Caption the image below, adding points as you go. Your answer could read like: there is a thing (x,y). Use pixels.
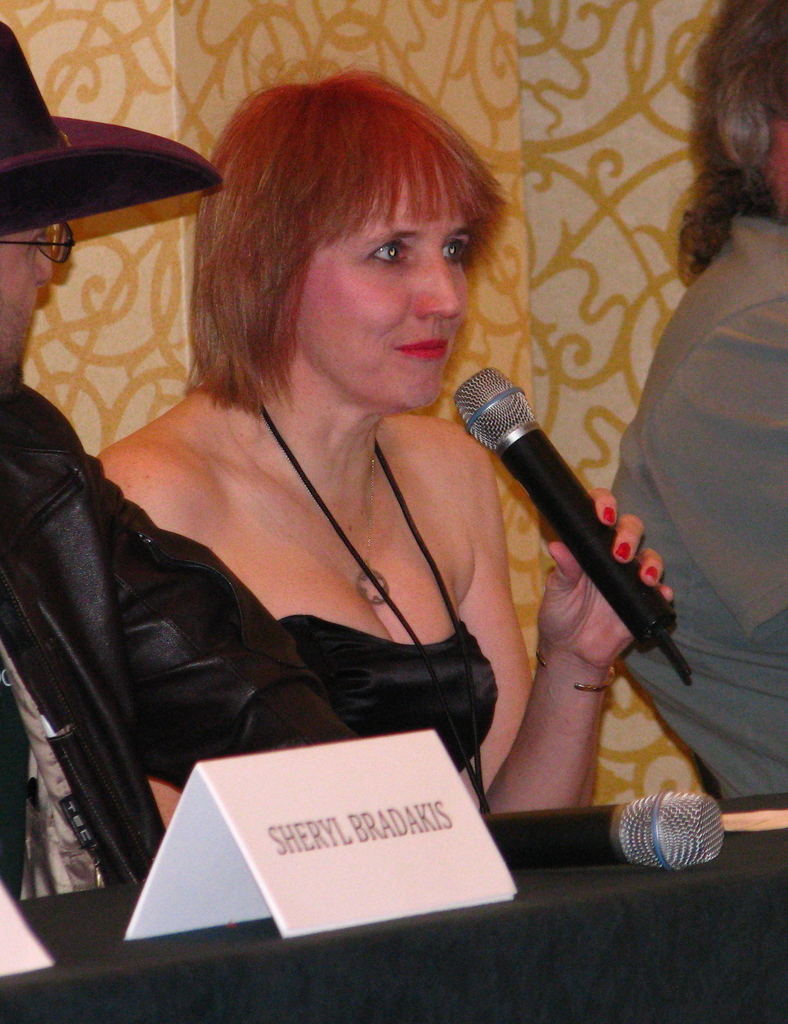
It is a closed room (688,419) where the woman (581,727) is sitting on the chair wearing a black dress (420,680) and holding a microphone (636,617) and beside her there is a one person (117,714) wearing a black jacket (103,594) and hat (62,205), in front of him there is one name plate (372,905) and a microphone (581,865) present on the table (569,923) and behind them there is a curtain (581,203).
